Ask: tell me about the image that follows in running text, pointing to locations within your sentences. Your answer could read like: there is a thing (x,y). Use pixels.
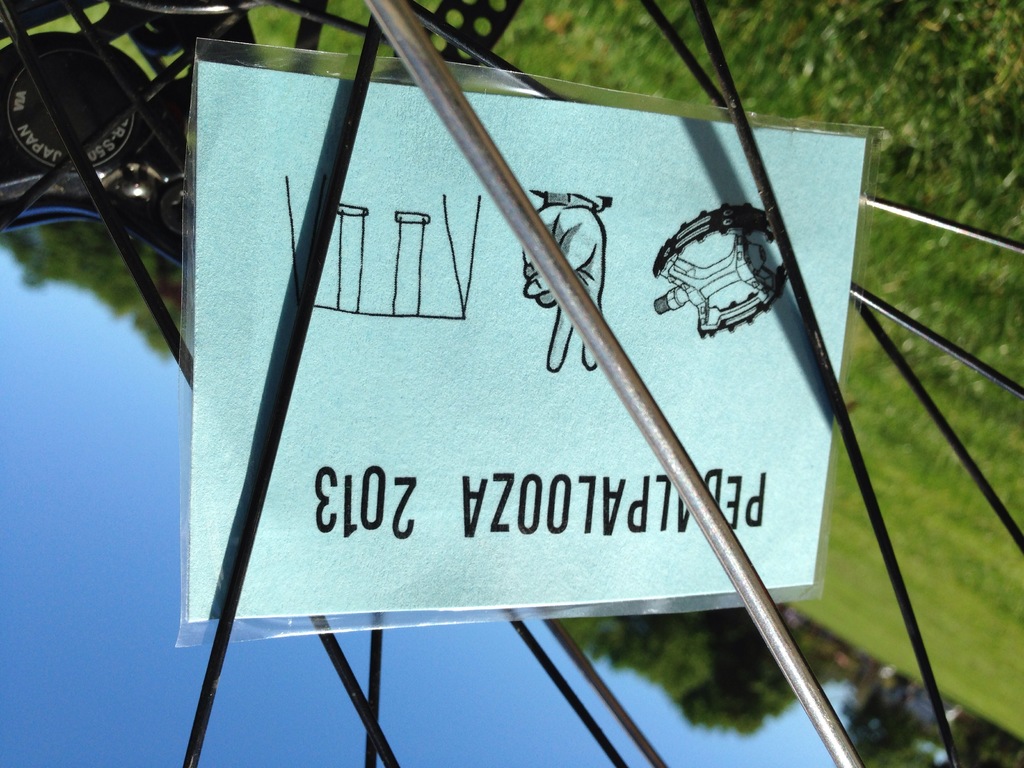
In this image in the front (696,497) there is a rod (656,454) and in the center (549,418) there is a paper (549,418) with some text (518,495) and images (558,328) on it. In the background (696,657) there are trees (680,667), there is an object (93,146) which is black in colour with some text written on it and there is grass (867,523) on the ground (955,581).
